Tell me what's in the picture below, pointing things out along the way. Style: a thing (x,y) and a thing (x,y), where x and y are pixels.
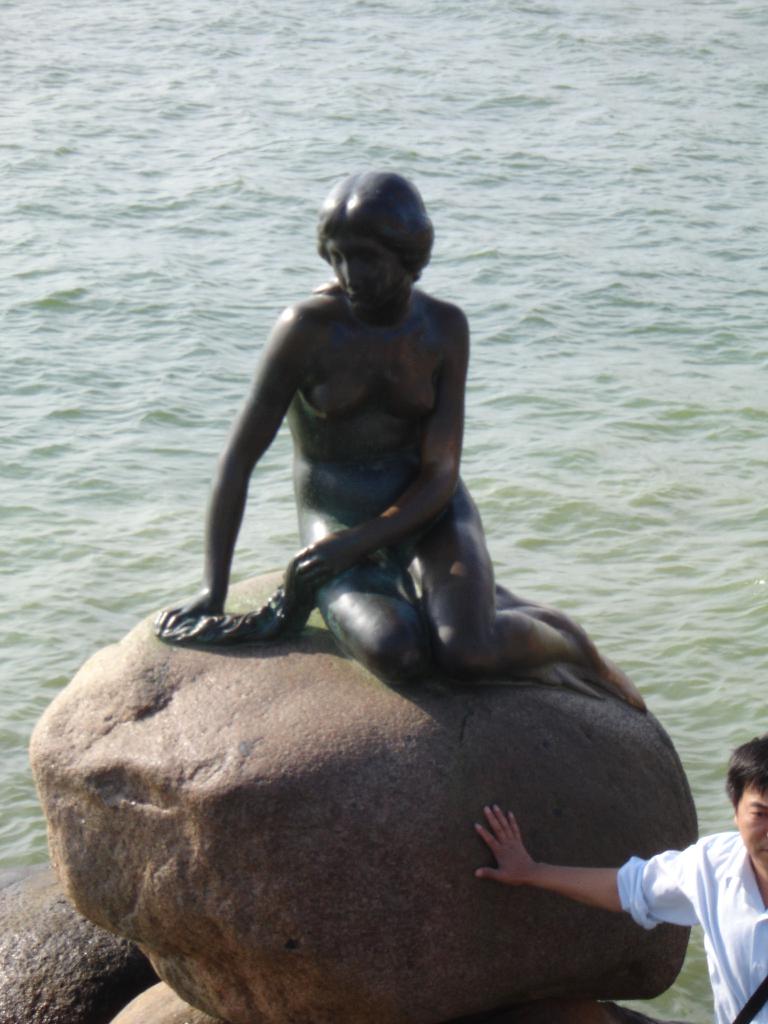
In this picture we can see a sculpture (347,365) on the rock (259,898), side we can see a person (726,951), behind we can see full of water (114,242).
